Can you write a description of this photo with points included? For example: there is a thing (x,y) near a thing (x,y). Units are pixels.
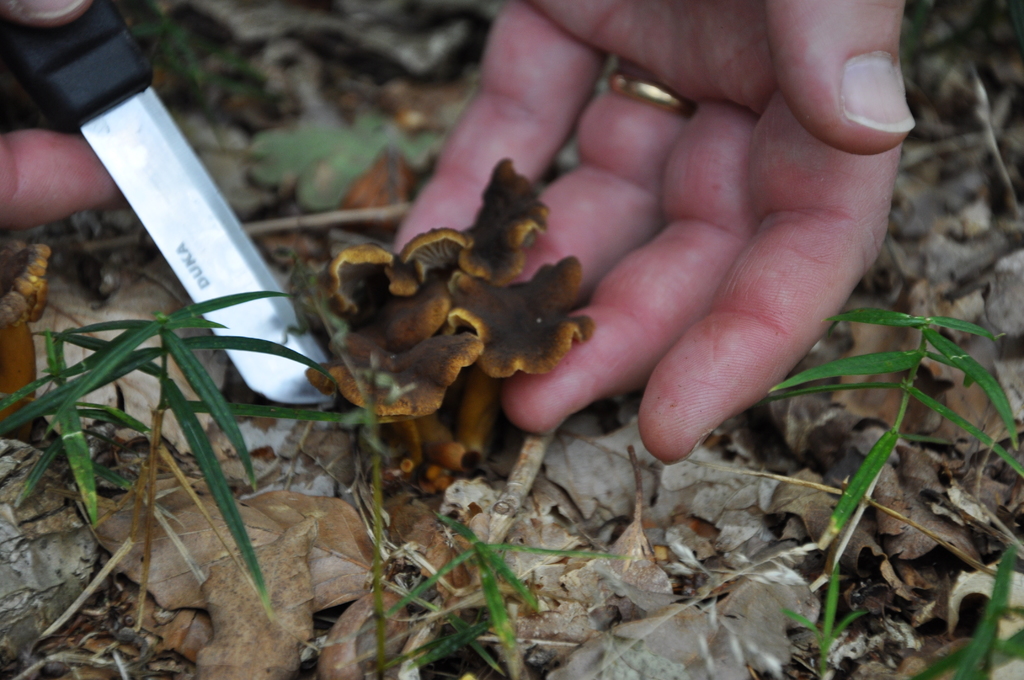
In this image we can see a person's hand (521,152) holding and cutting a mushroom (425,353). At the bottom (865,471) there is grass (490,581).
